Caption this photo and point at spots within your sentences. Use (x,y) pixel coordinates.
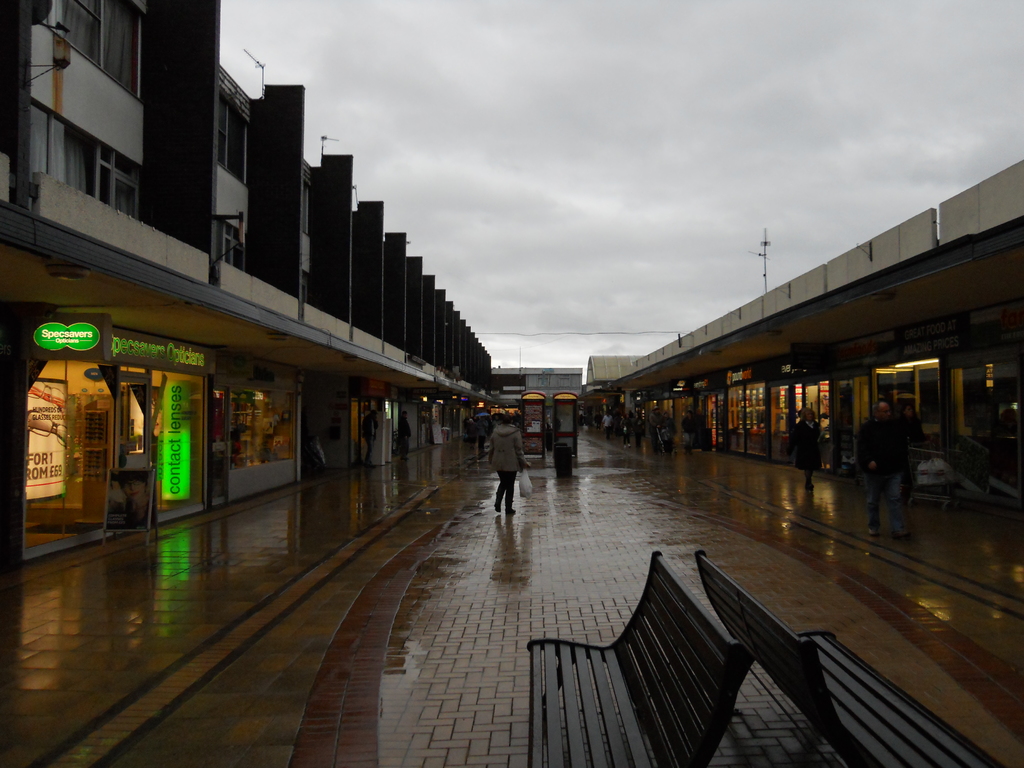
Here we can see few persons (803,415) and there are benches (694,710). This is road (563,551) and there are boards (49,394). Here we can see buildings (641,375), lights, and poles (322,142). In the background (573,161) there is sky (820,173).
